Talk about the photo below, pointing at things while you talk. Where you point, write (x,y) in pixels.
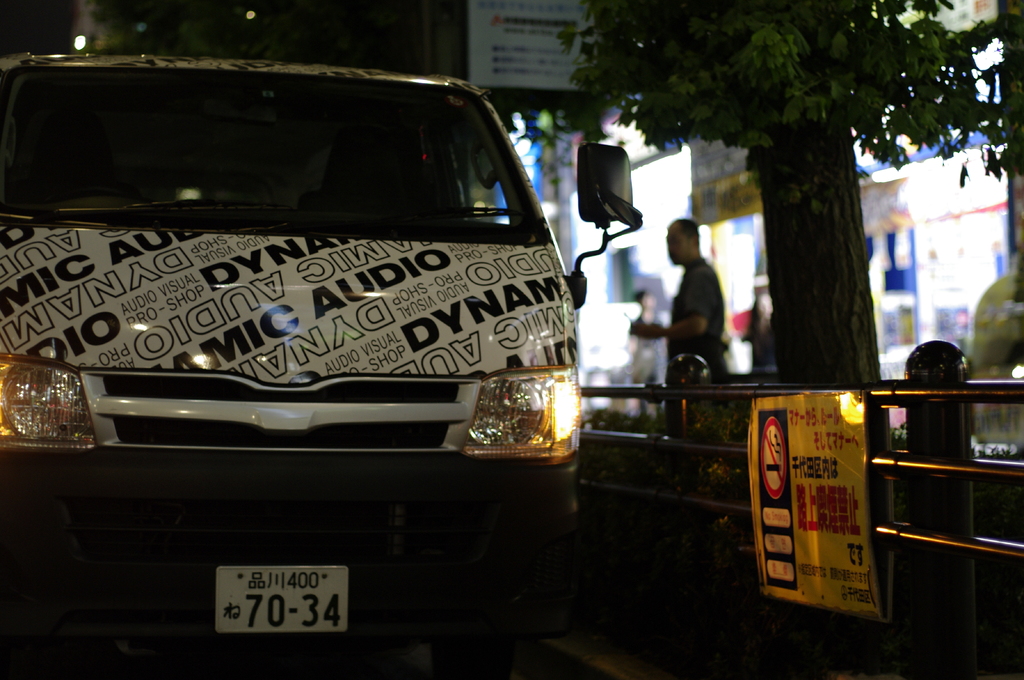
In this image in the front (350,392) there is a vehicle (409,421) with some text (376,320) and numbers (290,573) written on it. On the right side (714,448) there is a railing (714,448) and on the railing (696,447) there is a board (815,514) with some text (815,514) written on it and there is a tree (841,311) and there is a person (716,333) visible and the background (740,339) is blurry and on the top (534,54) there is a board (509,63) with some text (500,55) written on it.
